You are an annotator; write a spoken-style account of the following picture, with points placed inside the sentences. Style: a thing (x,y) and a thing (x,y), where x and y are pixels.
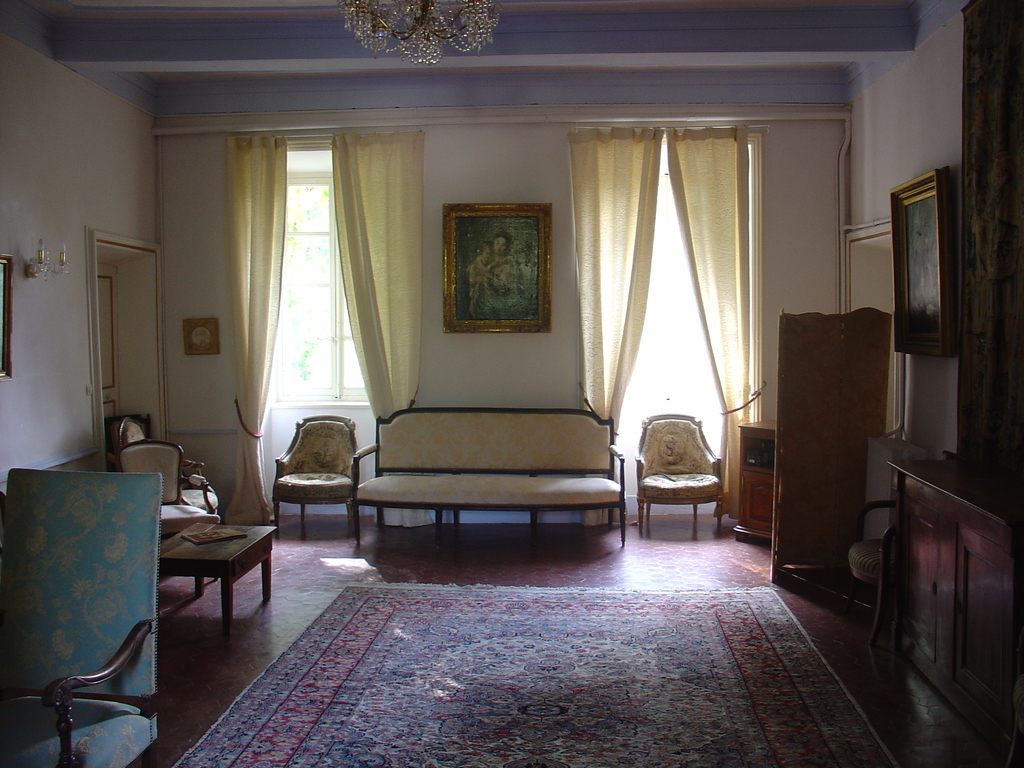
in this image i can see inside view of an house (586,583) and there is a sofa set (466,486) and middle corner there is a photo frame (491,314) attached to the wall (444,339) beside it there is a window (308,307) and there is some curtain (277,246), on the roof (392,86) there is a chandelier (433,28) and on the left (68,542) there are some chairs (94,496) and table (212,551), on the table (221,528) there is a book (220,541), on the left side (206,539) corner. on the right side (937,579) corner there is a cup board (955,584) and there is a photo frame (927,306), door (864,278) and there is a window (668,259) and there is a curtain (621,254) attached to the window (680,394).
